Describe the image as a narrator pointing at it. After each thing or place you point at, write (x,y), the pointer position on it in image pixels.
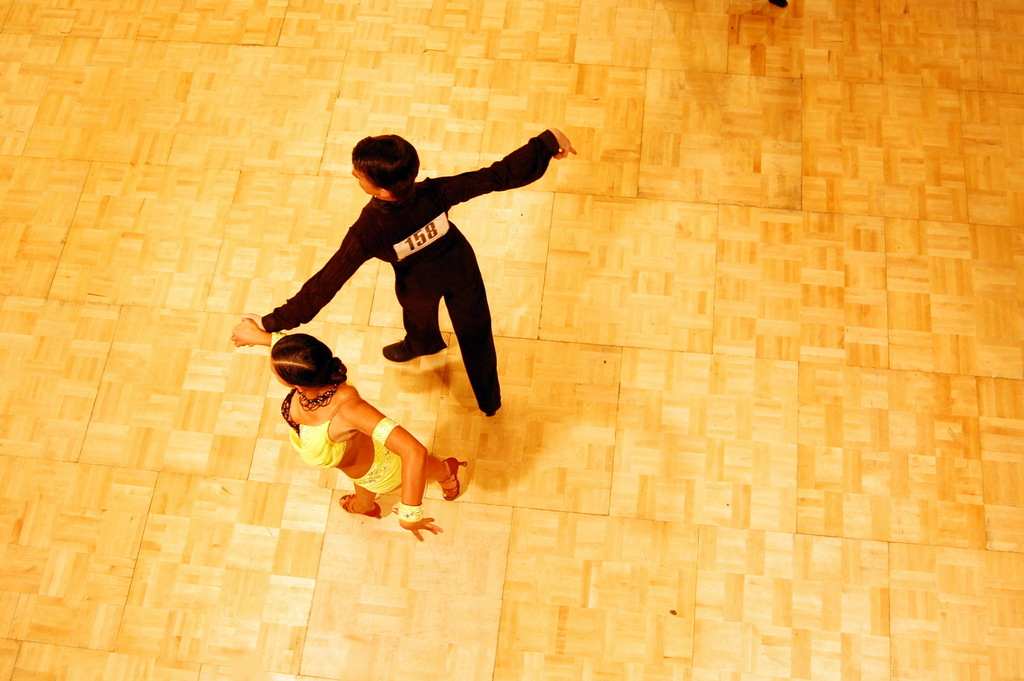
In this picture we can see two people (480,323) on the floor (546,339) and holding hands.
